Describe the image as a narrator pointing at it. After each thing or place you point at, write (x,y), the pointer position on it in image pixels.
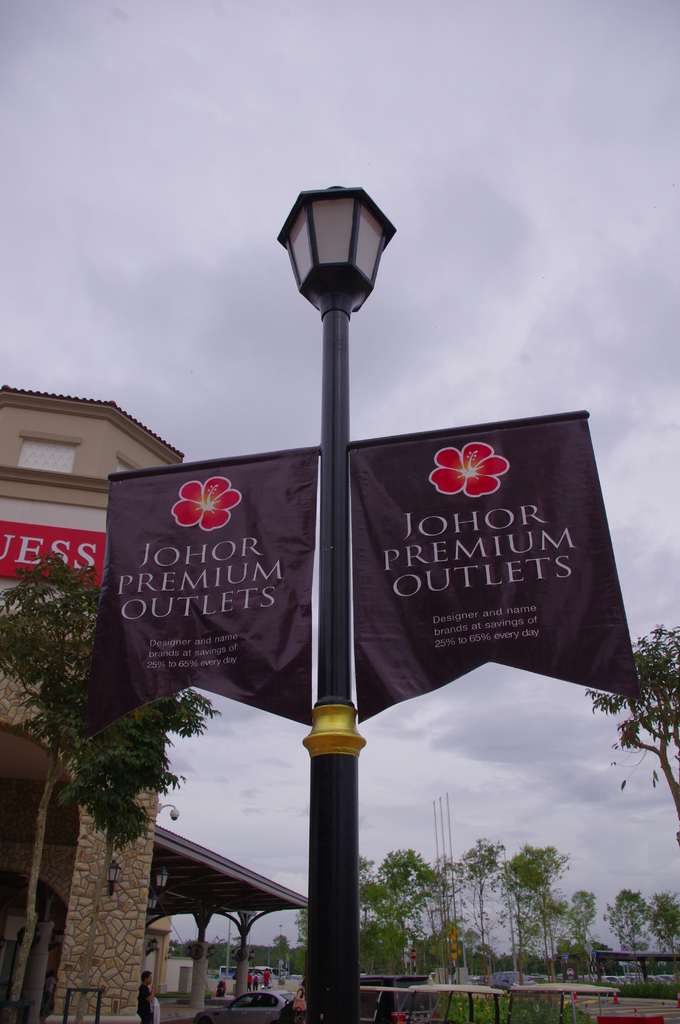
In the foreground of this image (334,599), there are flags (307,570) to a pole (323,520). On the left (60,622), there is a tree (112,778), building (117,911), a shed like structure (204,883), poles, a man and few vehicles (409,987). In the background (576,907), there are trees (637,898), a shed (638,958), poles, sky (489,733) and the cloud (489,733).
